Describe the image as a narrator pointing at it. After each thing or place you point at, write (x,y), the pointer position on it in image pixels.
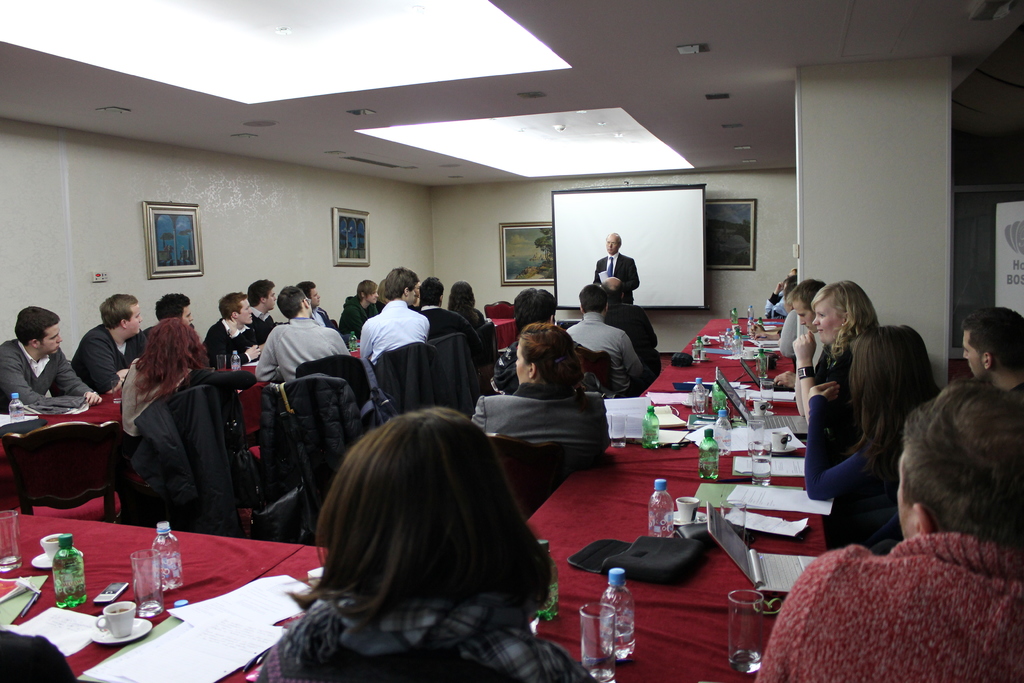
Group of people (364,285) are sitting at table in chairs (501,317). There is a man (603,256) standing and speaking to them.
